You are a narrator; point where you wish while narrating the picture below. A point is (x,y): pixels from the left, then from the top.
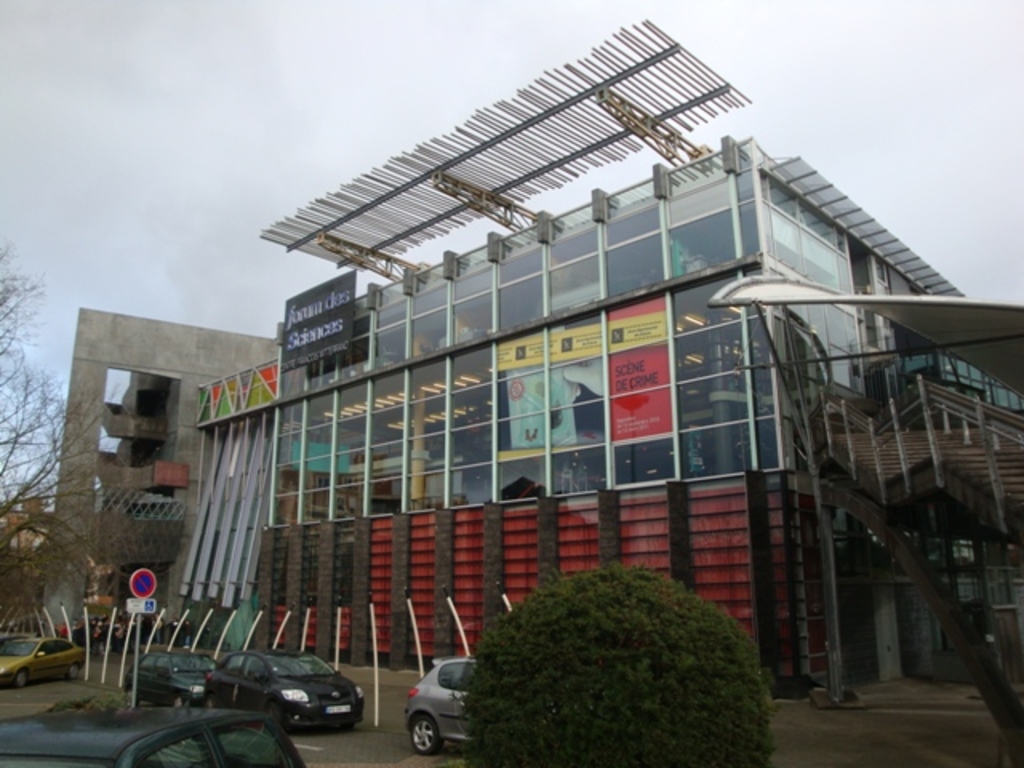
In this image, we can see buildings (437,386), boards (301,335), stairs (953,417), trees (52,488), poles (160,612), vehicles (197,679) on the road (346,741) and there is a bush (624,667). At the top (232,120), there is sky (232,120).
